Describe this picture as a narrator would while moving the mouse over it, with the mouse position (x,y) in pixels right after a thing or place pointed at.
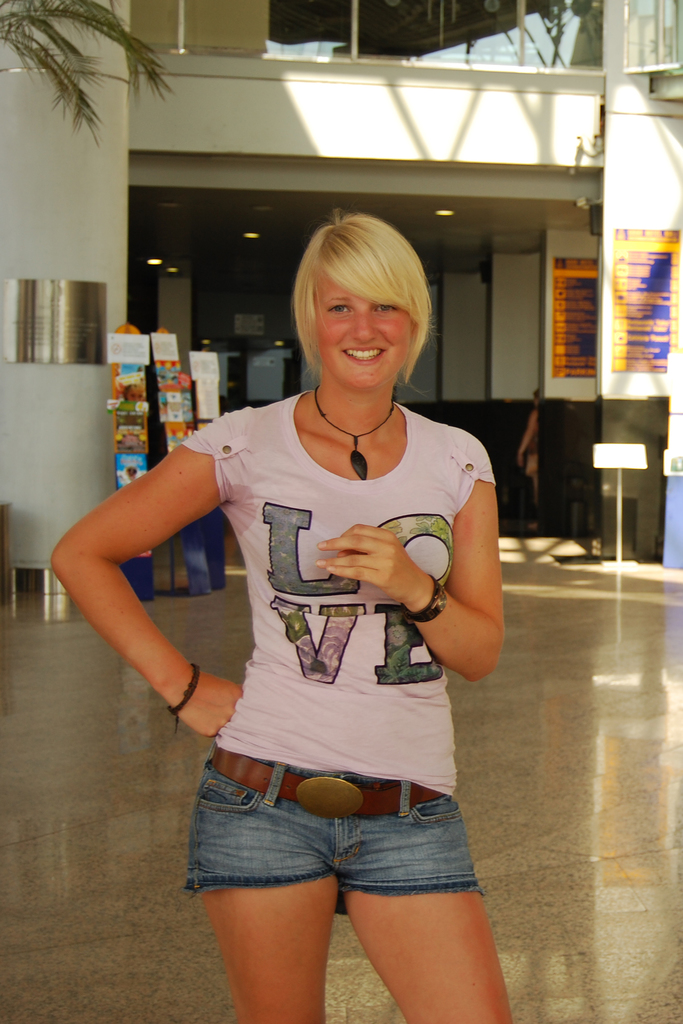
In this image in front (308,511) there is a person (386,548) wearing a smile on her face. At the bottom of the image (566,746) there is a floor (637,677). In the background of the image (190,107) there is a tree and a building (383,128). In front of the building (243,303) there are boards (145,444).
